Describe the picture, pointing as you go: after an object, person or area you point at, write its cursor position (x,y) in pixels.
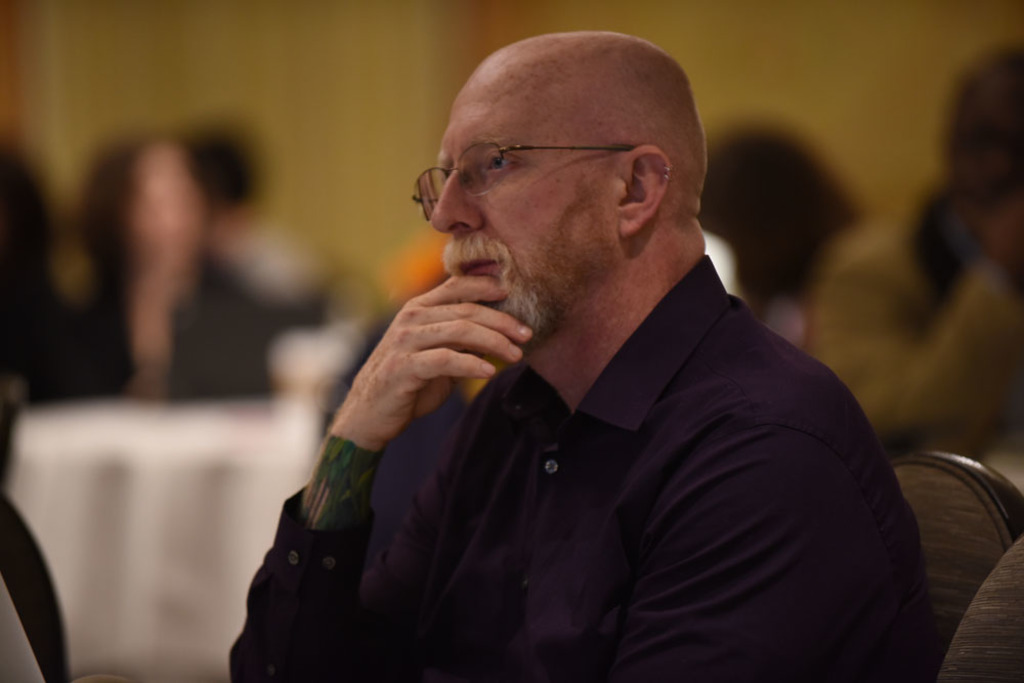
This image is taken indoors. In this image the background (313,166) is a little blurred. There is a wall (220,73). A few people (208,260) are sitting on the chairs (981,585). There is a table (124,522) with a tablecloth (142,431) on it. In the middle of the image (578,385) a man (578,385) is sitting on the chair (932,552).
